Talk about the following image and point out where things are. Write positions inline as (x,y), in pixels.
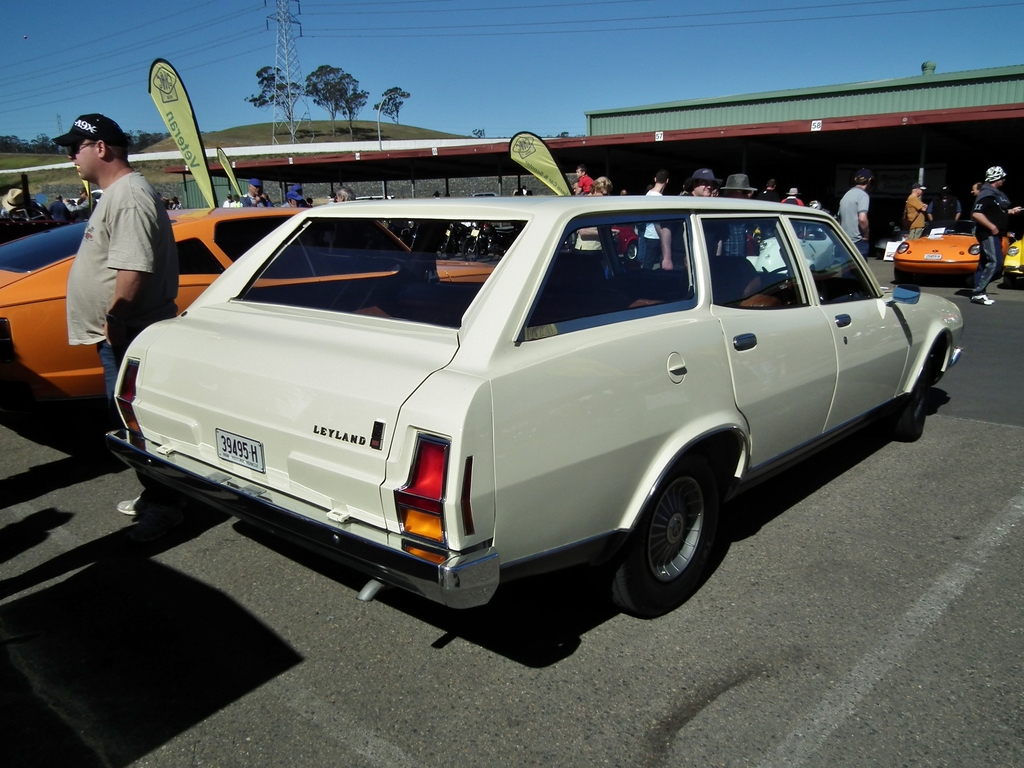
In this image there are a few vehicles (497,367) parked and there are a few people (1010,206) standing and walking, in front of them there are sheds (433,148). In the background (51,118) there is a utility pole (293,42), trees (273,96) and the sky (578,82).
